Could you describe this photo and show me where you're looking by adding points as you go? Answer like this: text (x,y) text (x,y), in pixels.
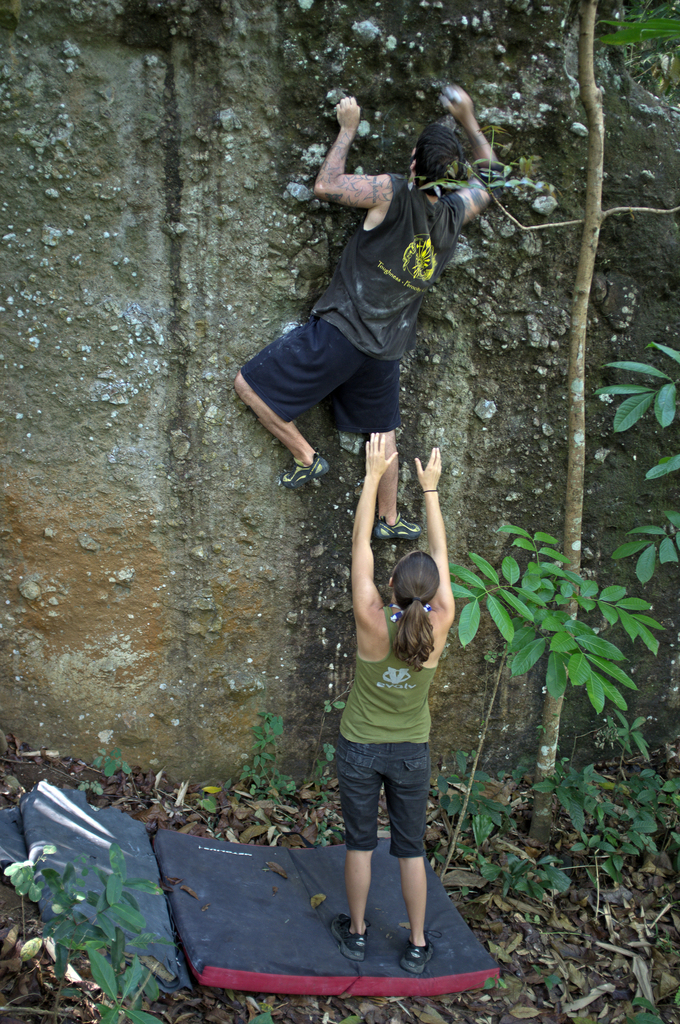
In this picture we can see two persons (391,504). One person (424,965) is standing and other one (363,229) is climbing the wall (174,438). This is tree (575,618) and this is plant (70,934).
